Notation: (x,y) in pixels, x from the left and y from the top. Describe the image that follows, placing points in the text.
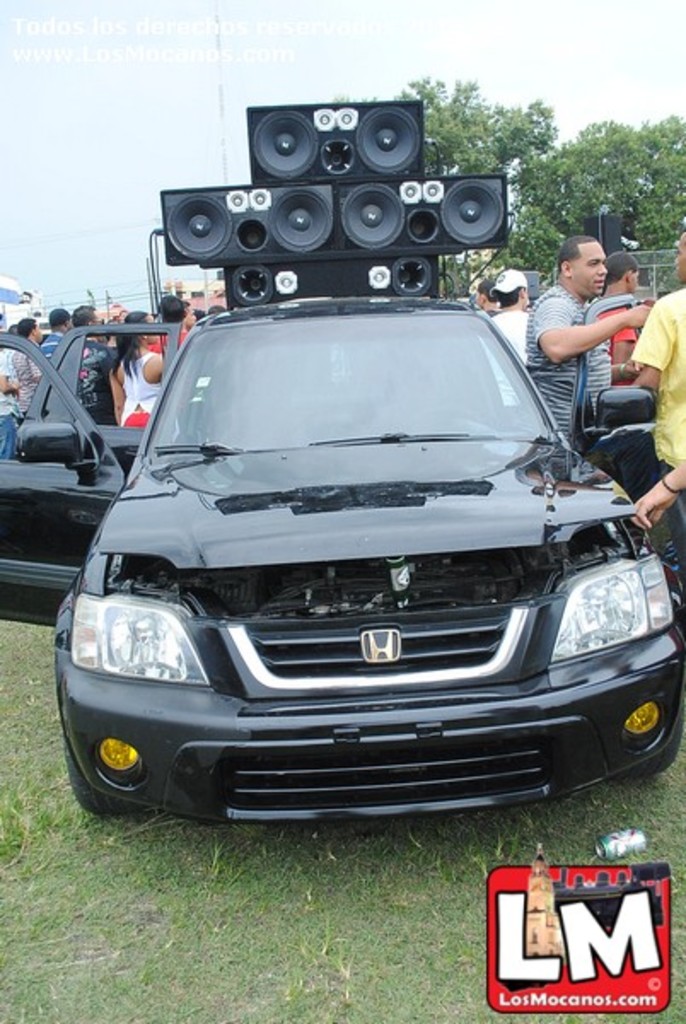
There is a black color car (242,466). On the ground (207,886) there is grass (184,892). In the background (558,364) there are many people (601,374). Also there are speakers (357,218) near to the car (205,476). In the background (118,103) there are trees (615,178) and sky (96,122). In the right bottom corner (582,927) there is a watermark (573,928).
